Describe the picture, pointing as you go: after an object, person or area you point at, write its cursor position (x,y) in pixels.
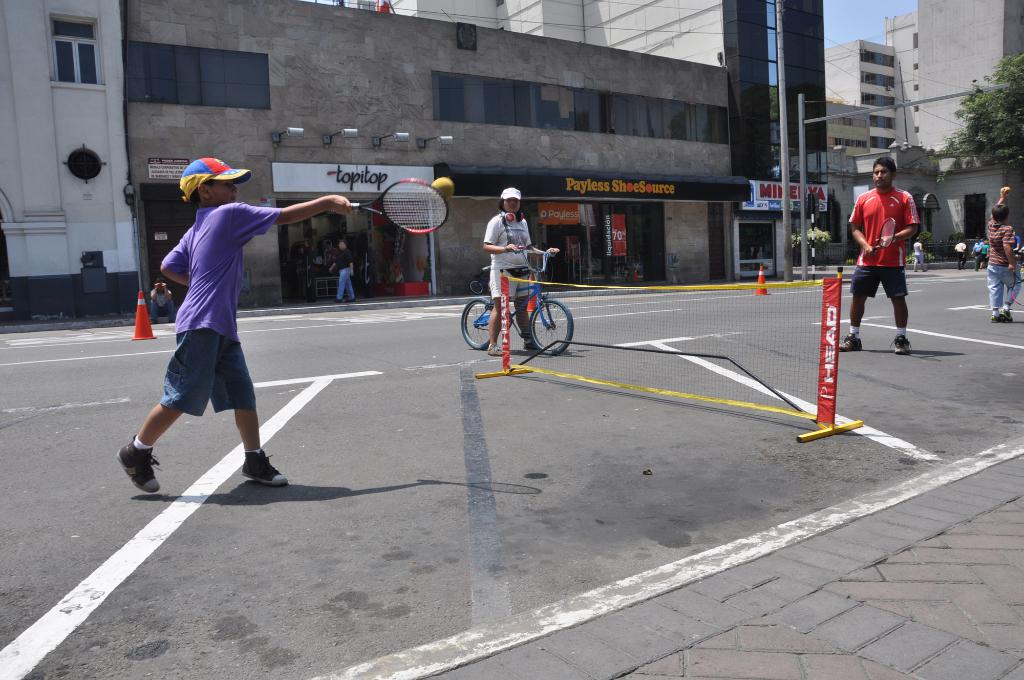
In this image we can see group of people (878,265) a boy (243,239) is playing tennis by holding a bat (405,220) in his hand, and we can see a girl (518,256) seated on the bicycle (485,326), we can see road (123,335) divide cones (138,327) and couple of buildings (461,89) trees (972,141), poles (802,106) and hoardings (348,180).
